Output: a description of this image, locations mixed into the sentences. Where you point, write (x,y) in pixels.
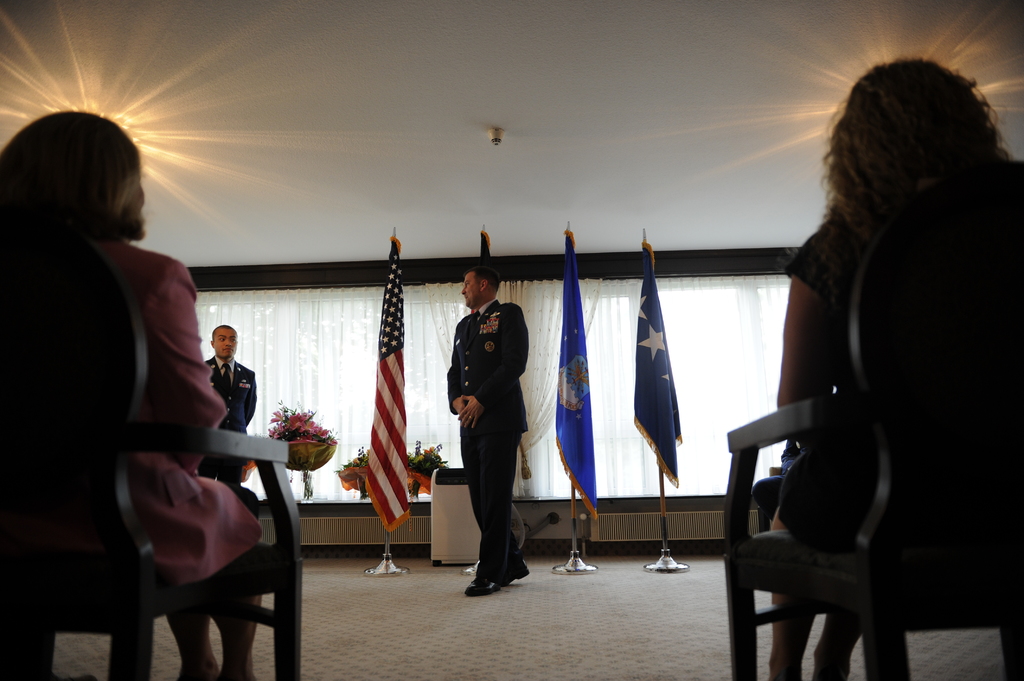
There are two women (834,522) sitting on the chairs (138,517) on either side of the picture. In the middle of the picture (521,374), the man (495,310) in black blazer (456,378) is holding something in his hand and he is standing. Behind him, we see flags (389,400) which are in red, white and blue color. Behind that, we see flower pots (359,464), windows (344,457) and a curtain (443,348) in white color. Beside the flower pot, we see a man (237,377) in blue blazer (237,385) is standing. At the top of the picture (337,110), we see the ceiling (416,104) of the room (567,41) and this picture might be clicked in a conference hall (497,366).
